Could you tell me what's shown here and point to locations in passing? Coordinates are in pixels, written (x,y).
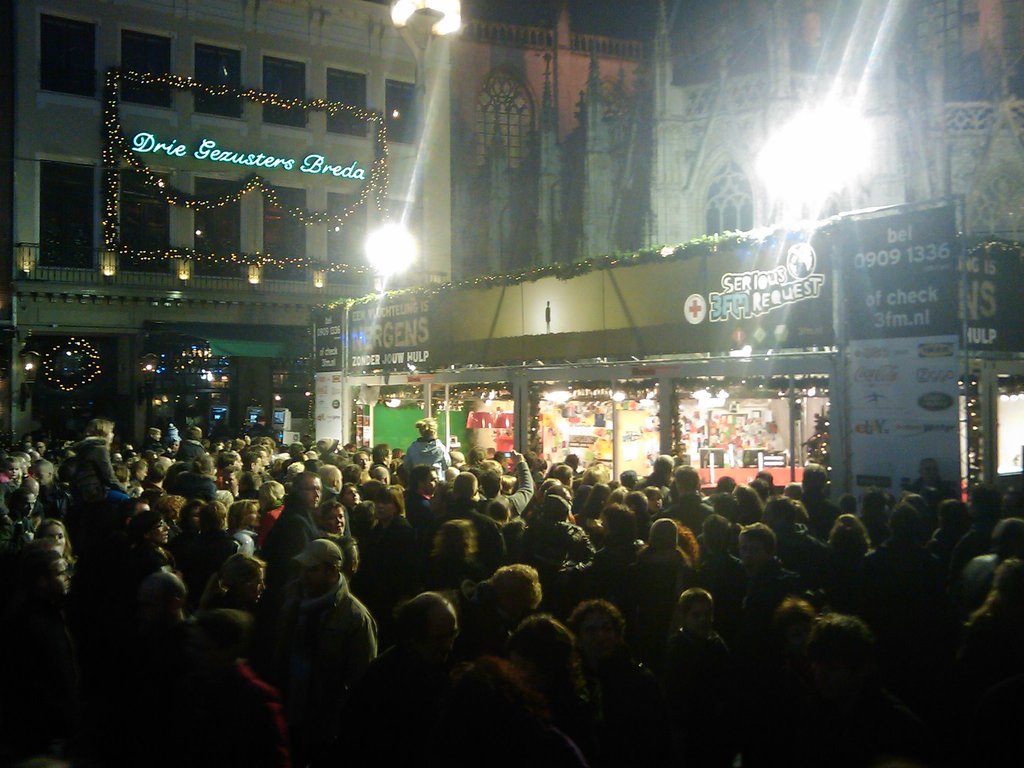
In this image I can see a group of people (431,595), few buildings (363,7), windows (277,250), lights (278,266), stores (691,413) and boards (848,325).
